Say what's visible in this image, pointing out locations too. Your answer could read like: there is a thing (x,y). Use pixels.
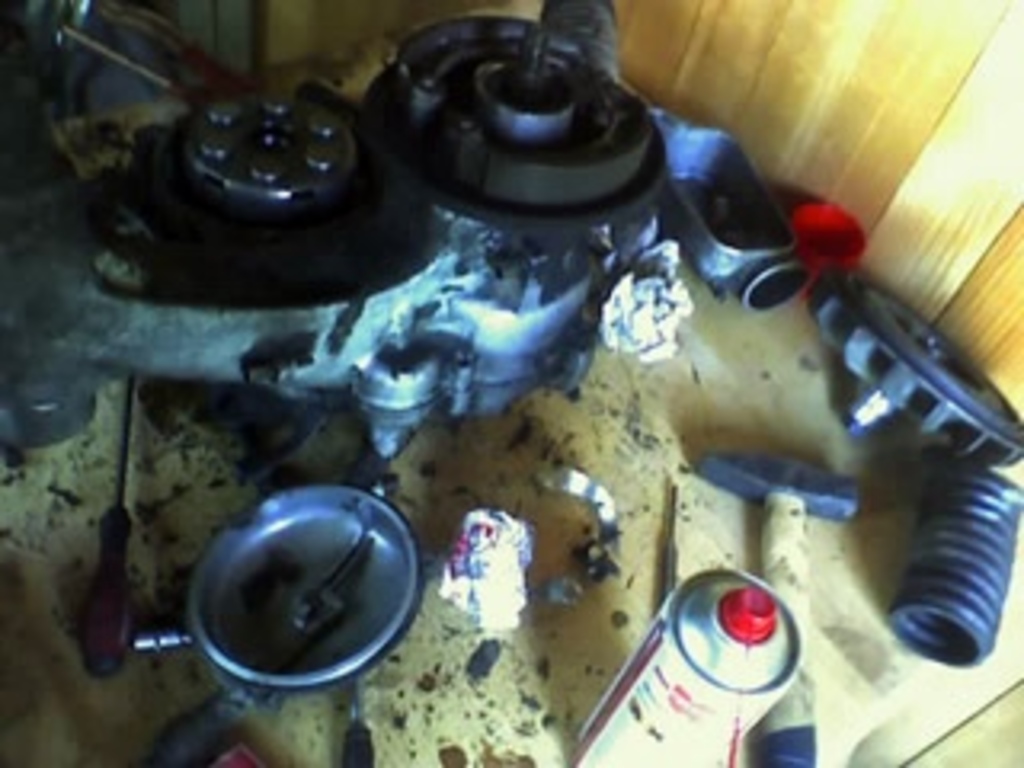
In this picture we can see a screwdriver (121,563), hammer (789,534) and some objects (423,328). At the top right corner of the image (931,87), it looks like a wooden wall (934,111).
